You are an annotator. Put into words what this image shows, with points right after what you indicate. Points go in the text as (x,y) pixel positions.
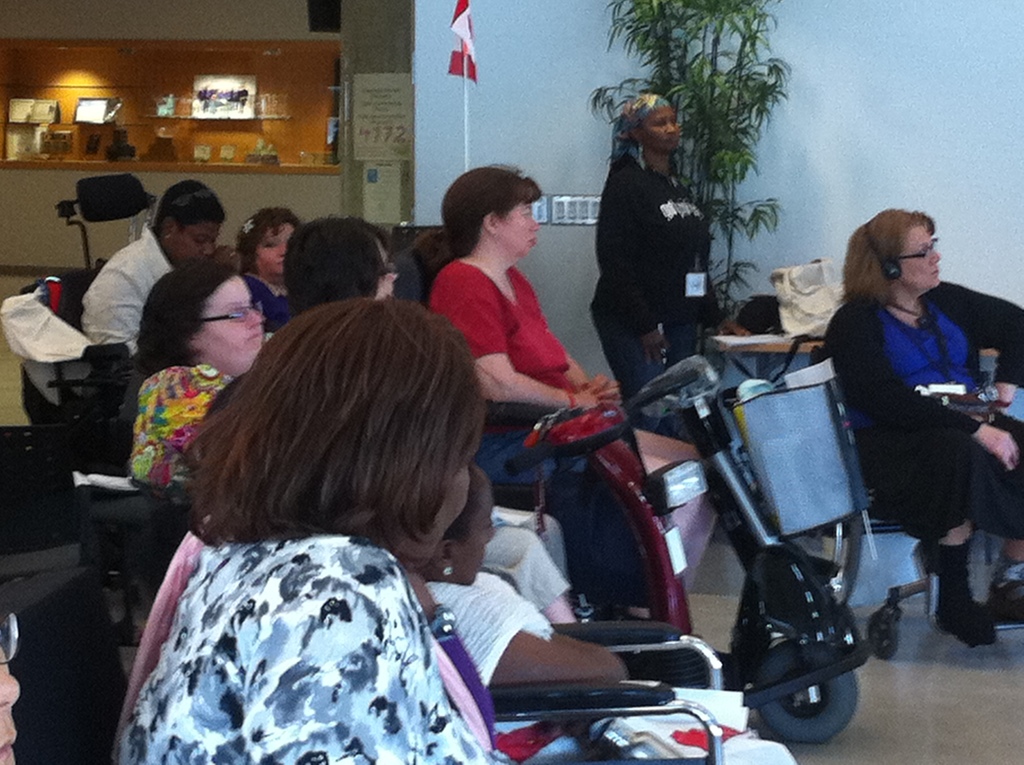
In this image, we can see some people (904,444) sitting, there is a person (650,245) standing, we can see a plant (718,118) and a flag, we can see the white color wall (886,18).
